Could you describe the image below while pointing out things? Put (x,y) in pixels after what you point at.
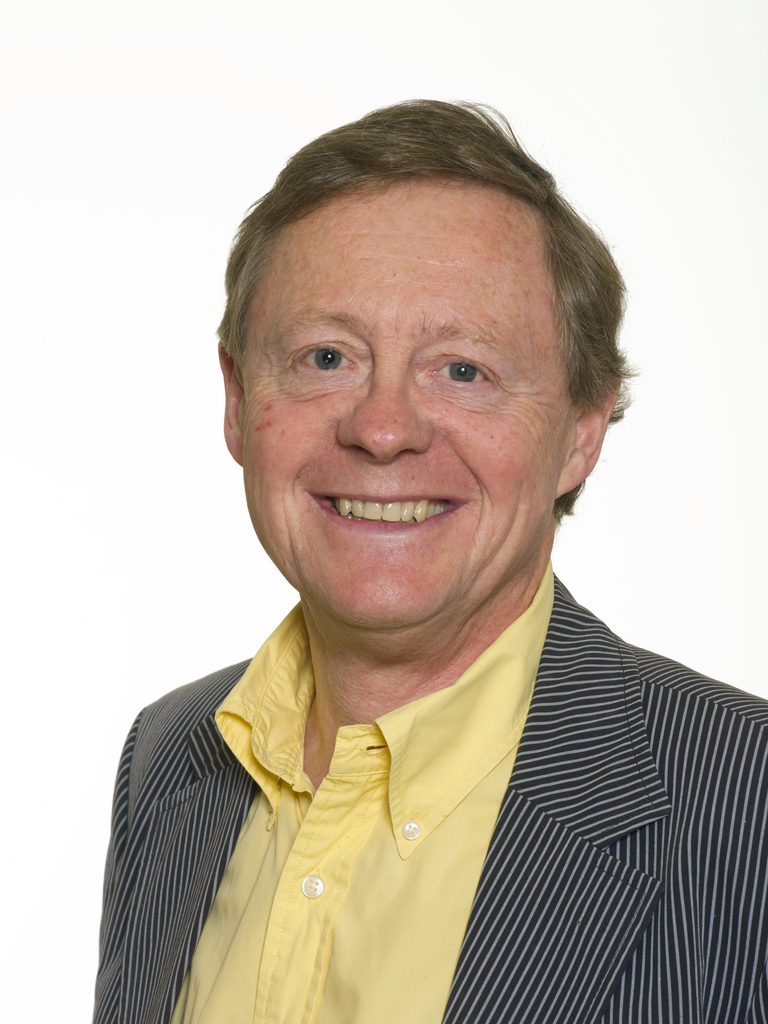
In this picture we can see a man (651,916) wearing a blazer (680,850), shirt (385,903) and he is smiling. Background (86,458) portion of the picture is in white color.
